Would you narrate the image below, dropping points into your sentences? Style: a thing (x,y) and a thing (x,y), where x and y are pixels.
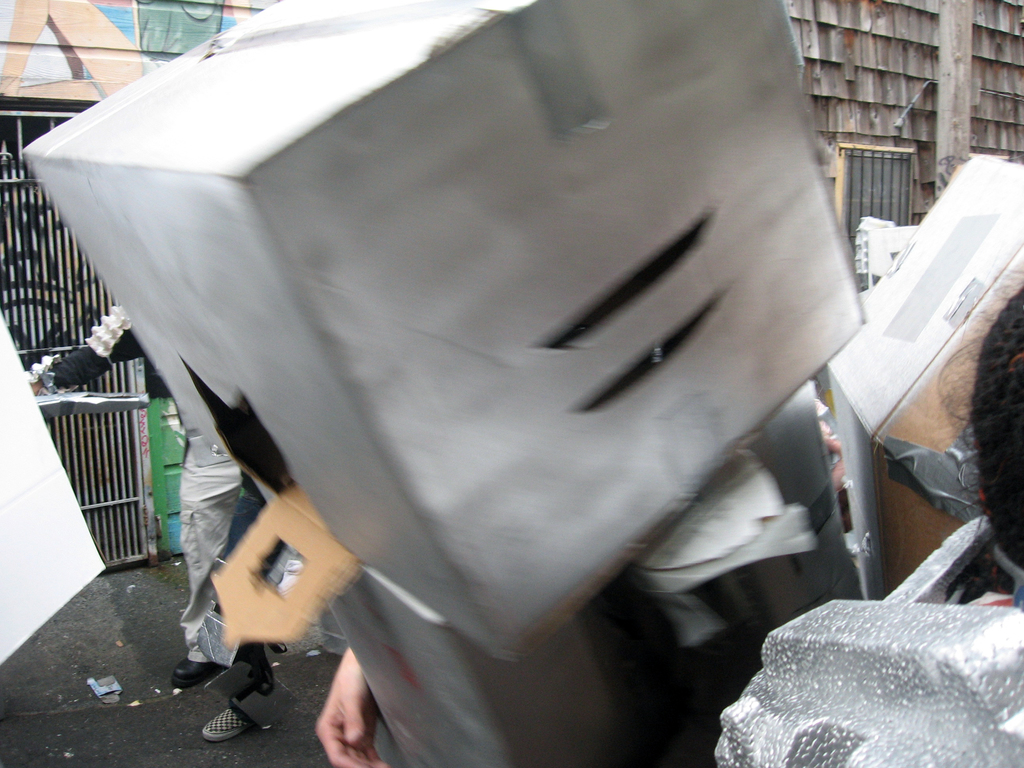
In this image, we can see boxes (707,360). There is a person (119,337) standing on the left side of the image (97,371). There is a person hand (356,686) at the bottom of the image (350,751).
